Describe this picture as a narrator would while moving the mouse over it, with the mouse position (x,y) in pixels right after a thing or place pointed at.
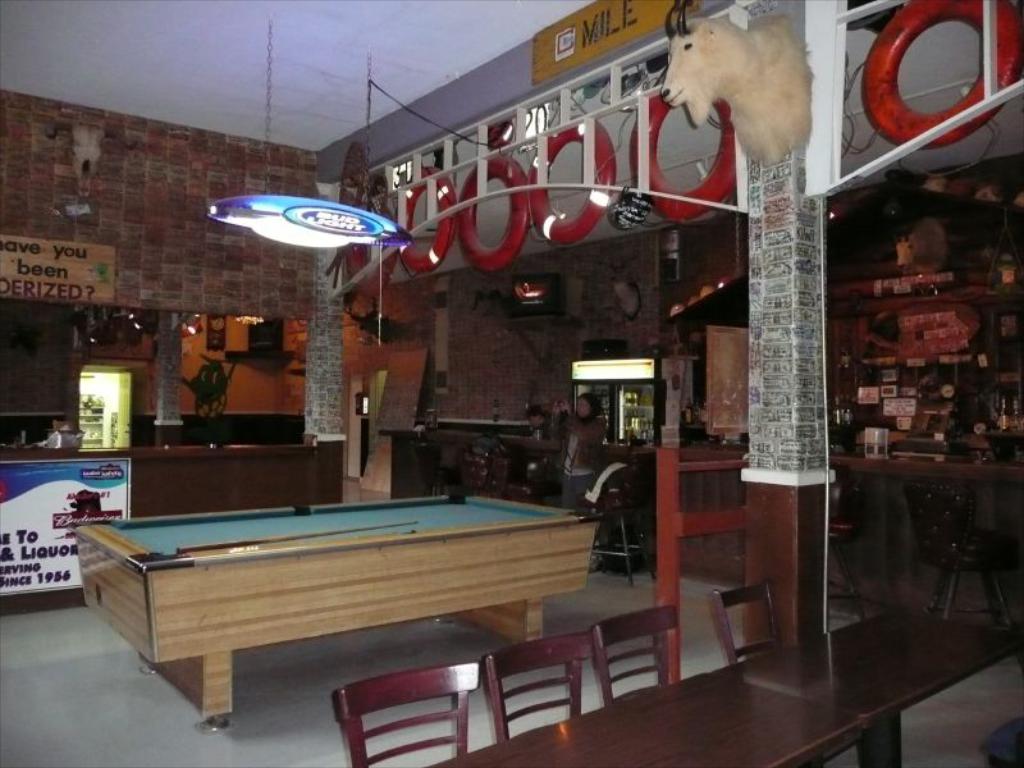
In this image there is a light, snookers board (354,579), snooker stick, chair (505,674), table (711,726), persons (569,498), refrigerator (616,393).
